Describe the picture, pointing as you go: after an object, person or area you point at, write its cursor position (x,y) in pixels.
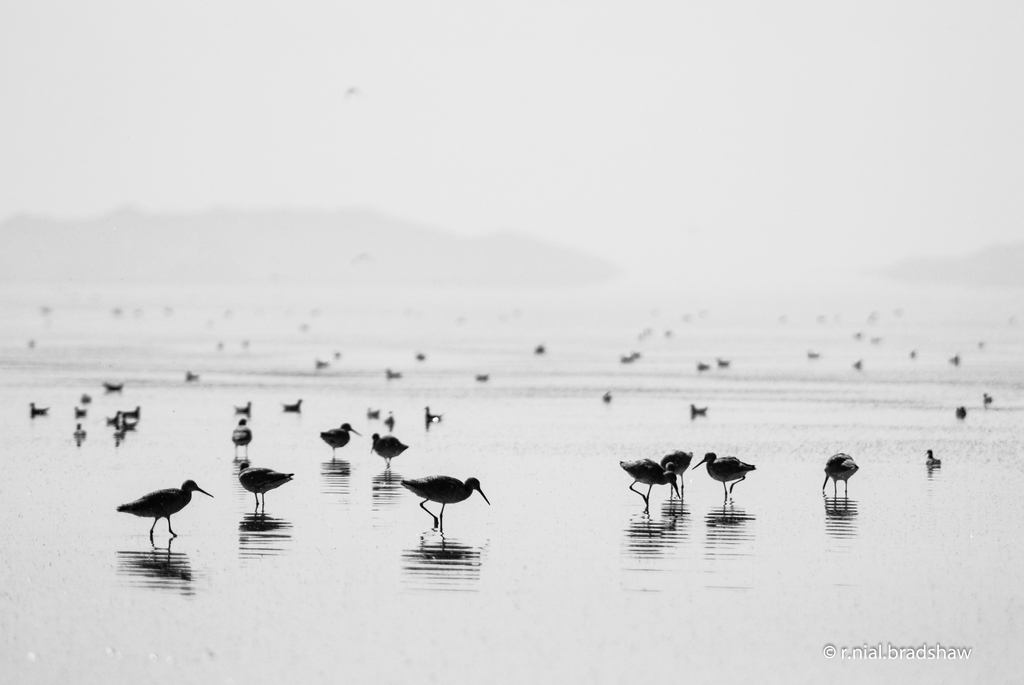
In this picture we can see birds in the water (578,423). Background (536,251) portion of the picture is blurry and it seems like hills (284,270). In the bottom right corner of the picture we can see a water mark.
